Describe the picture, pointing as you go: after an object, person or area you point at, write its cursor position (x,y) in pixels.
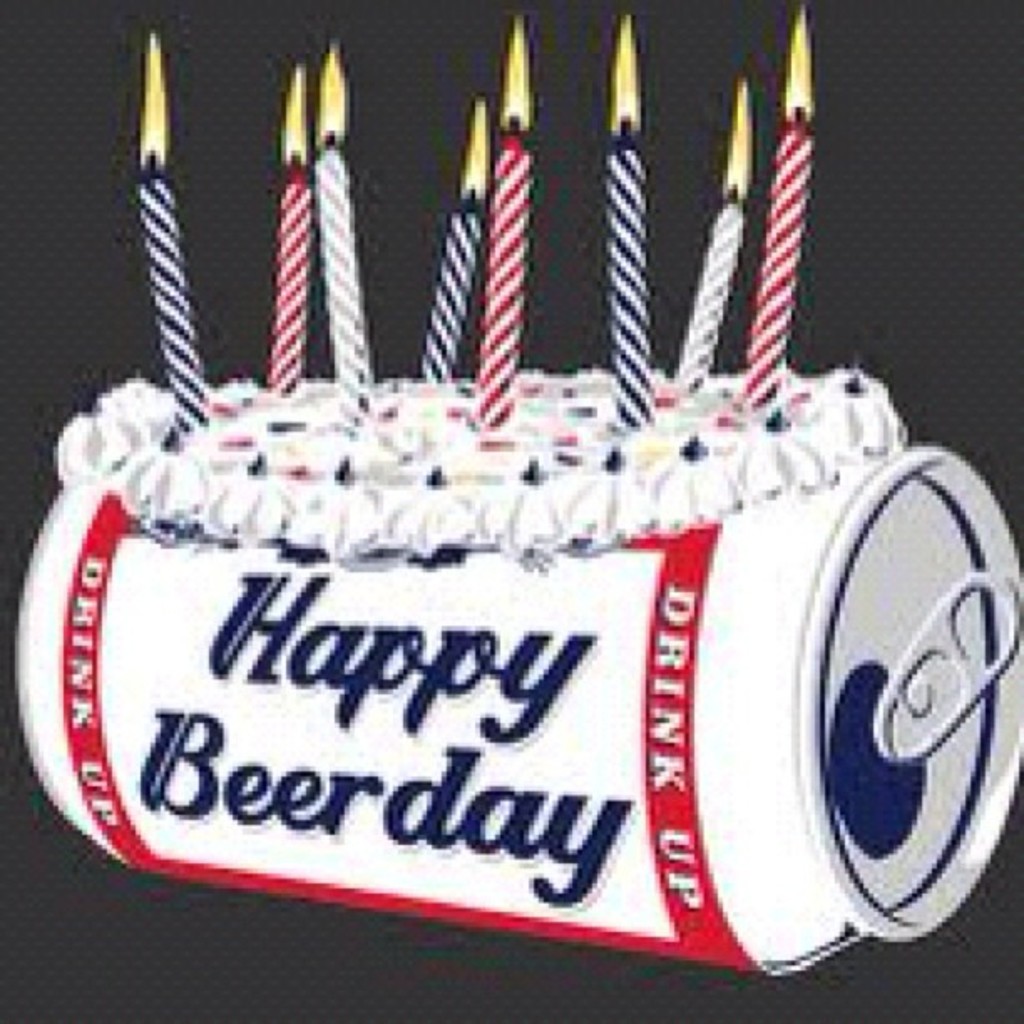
In this picture we can see cartoon of a cake (637,494), candles (788,297) and a tin (574,715).
